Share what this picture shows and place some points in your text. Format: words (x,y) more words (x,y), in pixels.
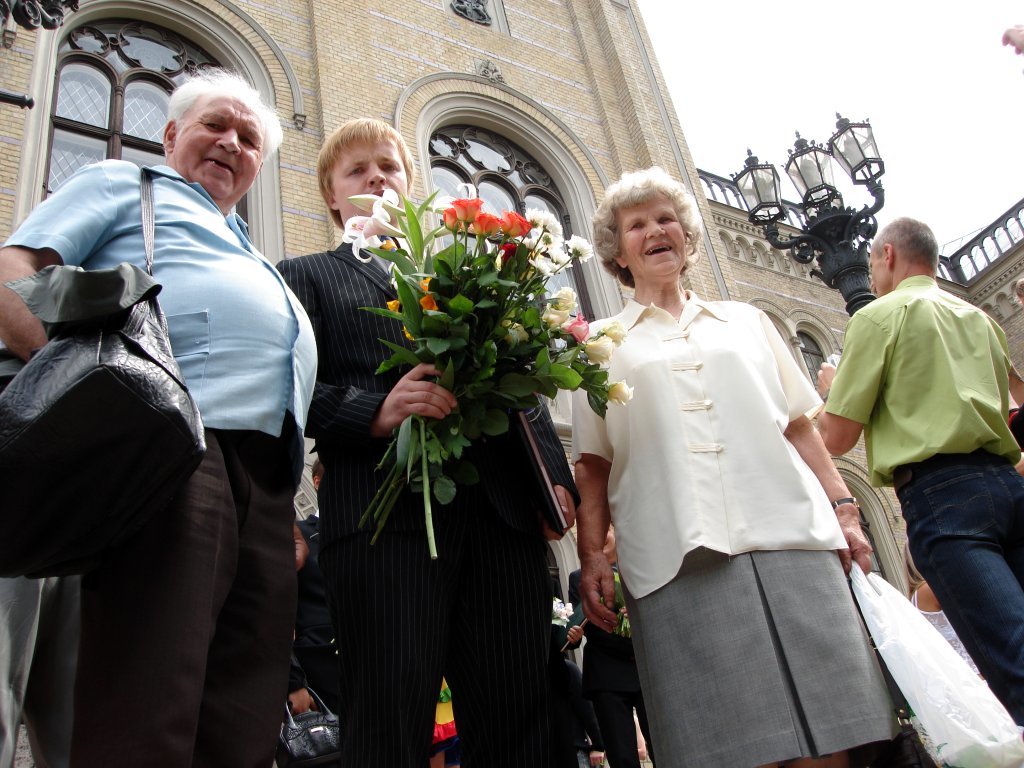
This image is clicked outside. There is building (94,122) in the middle (605,272). There are lights (773,231) on the right side (773,231). There are 4 persons (48,266) in the middle (585,511). One of them is holding flowers (496,271).
